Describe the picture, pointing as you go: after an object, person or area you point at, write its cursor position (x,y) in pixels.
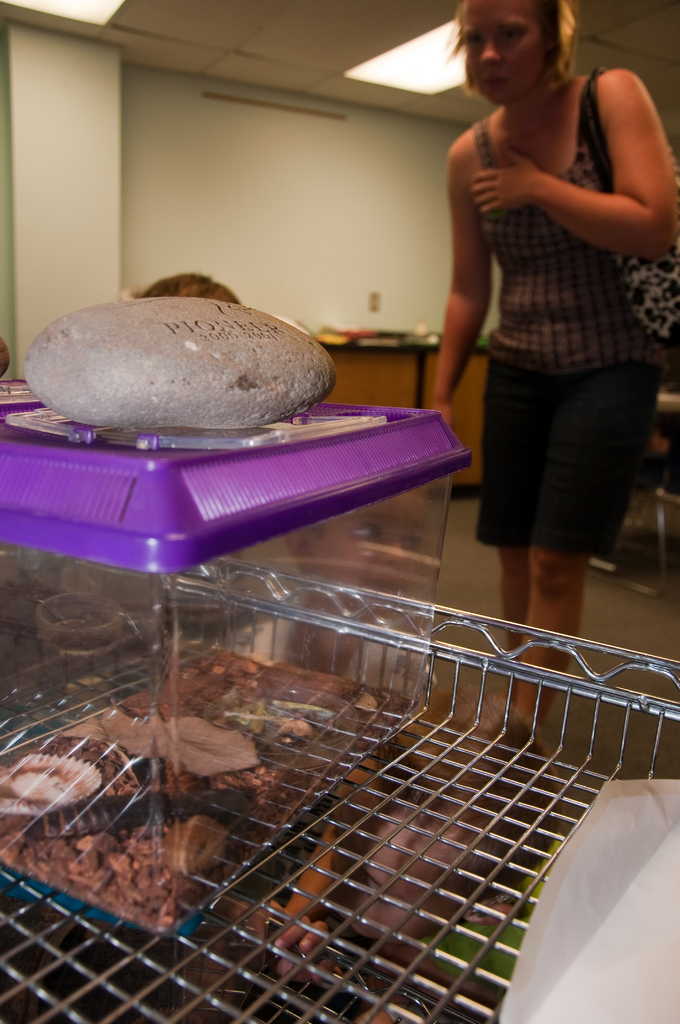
In this image I can see a woman (617,216) wearing grey and black colored dress (557,389) is standing. I can see the metal grill (351,871) and on it I can see a transparent box (242,730) with violet colored lid (197,517). I can see a stone (159,400) on it. In the background (308,188) I can see the wall (257,192), the ceiling (250,41), a light (429,67) to the ceiling (358,31) and few other objects (654,594).
